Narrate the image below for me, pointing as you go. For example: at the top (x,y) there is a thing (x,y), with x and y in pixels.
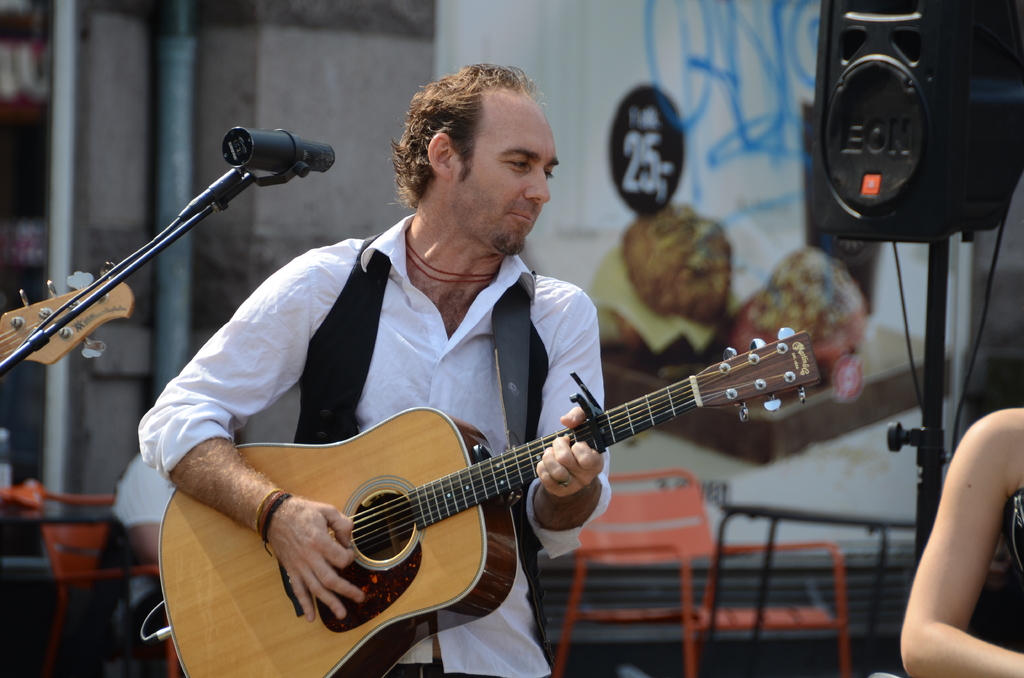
a person (426,401) is standing, wearing a white shirt (412,392), playing guitar (256,587). in front of him there is a microphone (276,168). at the left (28,332) there is another guitar (43,315). to his right there is a person (977,507). behind him there is a speaker (907,189) and chairs (613,554). at the back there is a banner (679,228).
